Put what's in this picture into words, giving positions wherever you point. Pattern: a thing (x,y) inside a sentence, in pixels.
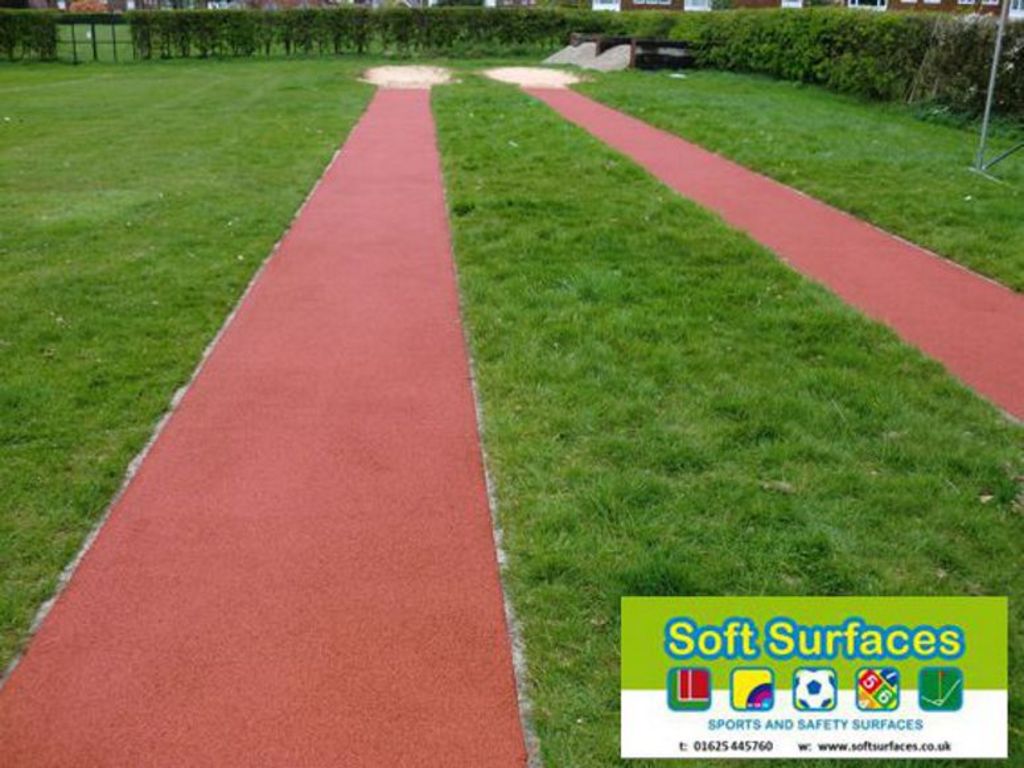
In this image, we can see the ground (1011,170). We can see some grass (755,514). We can see some plants (732,16) and a pole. We can see the watermark (628,601).
